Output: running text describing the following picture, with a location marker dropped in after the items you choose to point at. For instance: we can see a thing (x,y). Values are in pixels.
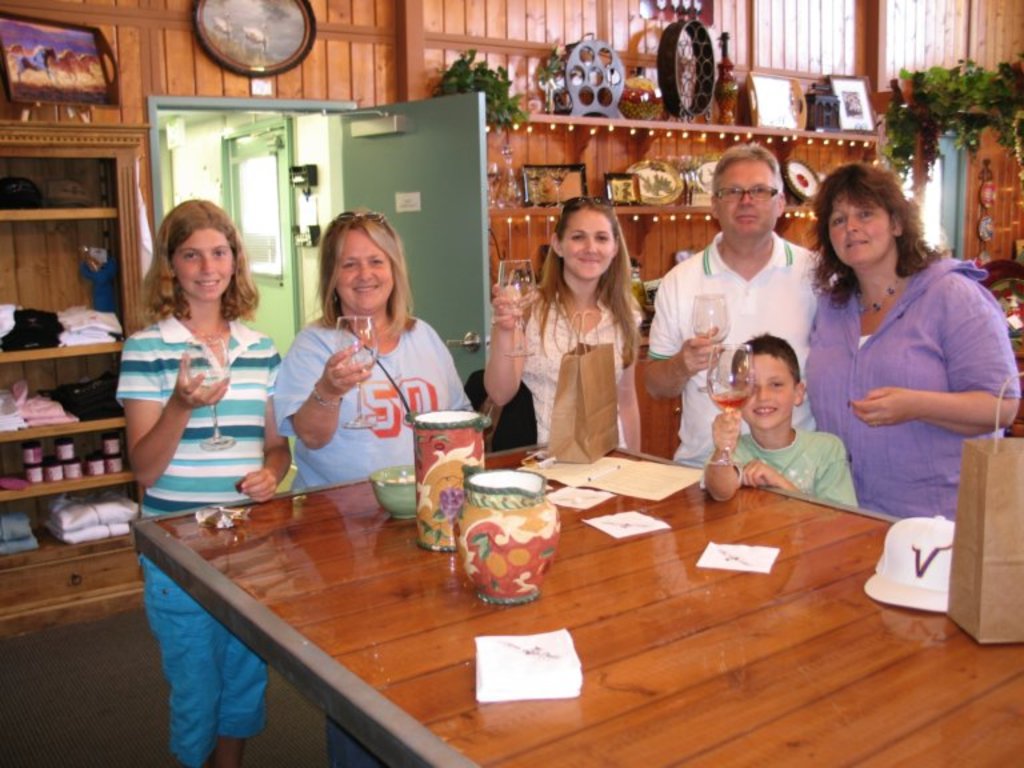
In the image there are group of people (844,321) who are holding their glasses (725,391) in front of a table (705,511). On table (684,509) we can see a jar (476,521), bowl (407,481), paper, carry bag (989,568), hat (930,550) in which it is labelled as V. In background (670,120) there are shelves (660,125) on shelf (44,486) we can see plants (467,63), frames (39,72), clothes (1,312) in middle (459,257) there is a door (456,193) which is opened.
